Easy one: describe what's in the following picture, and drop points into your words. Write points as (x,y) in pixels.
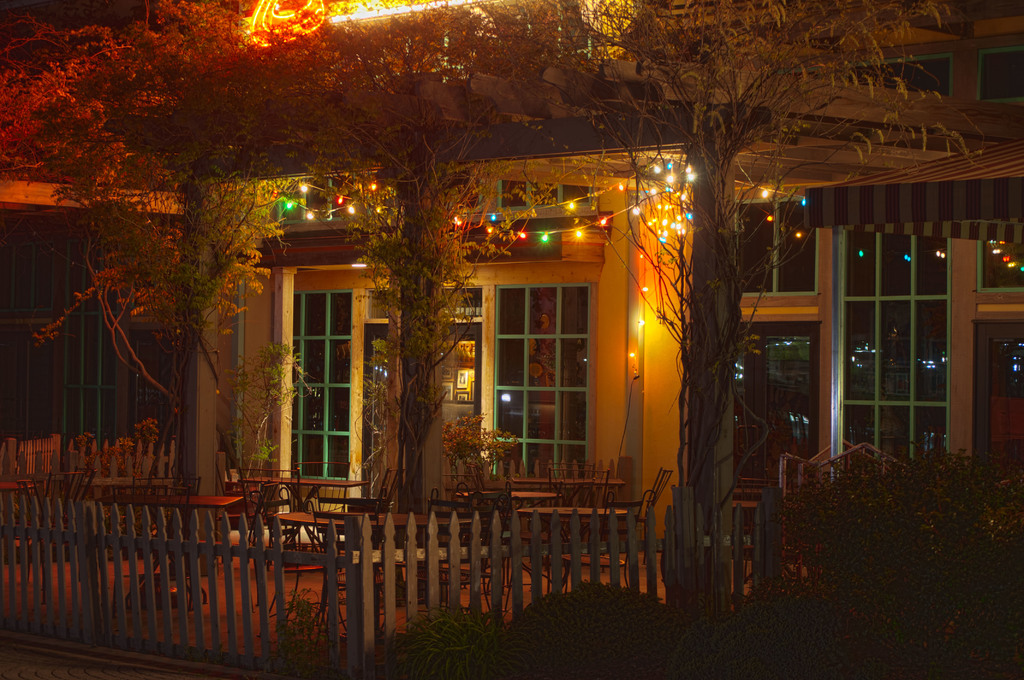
In this image there is a house (23,360) with glasses (893,327). There are trees (691,327) and plants (887,471). There are lights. There is fencing (250,615) with wooden sticks (681,562).
